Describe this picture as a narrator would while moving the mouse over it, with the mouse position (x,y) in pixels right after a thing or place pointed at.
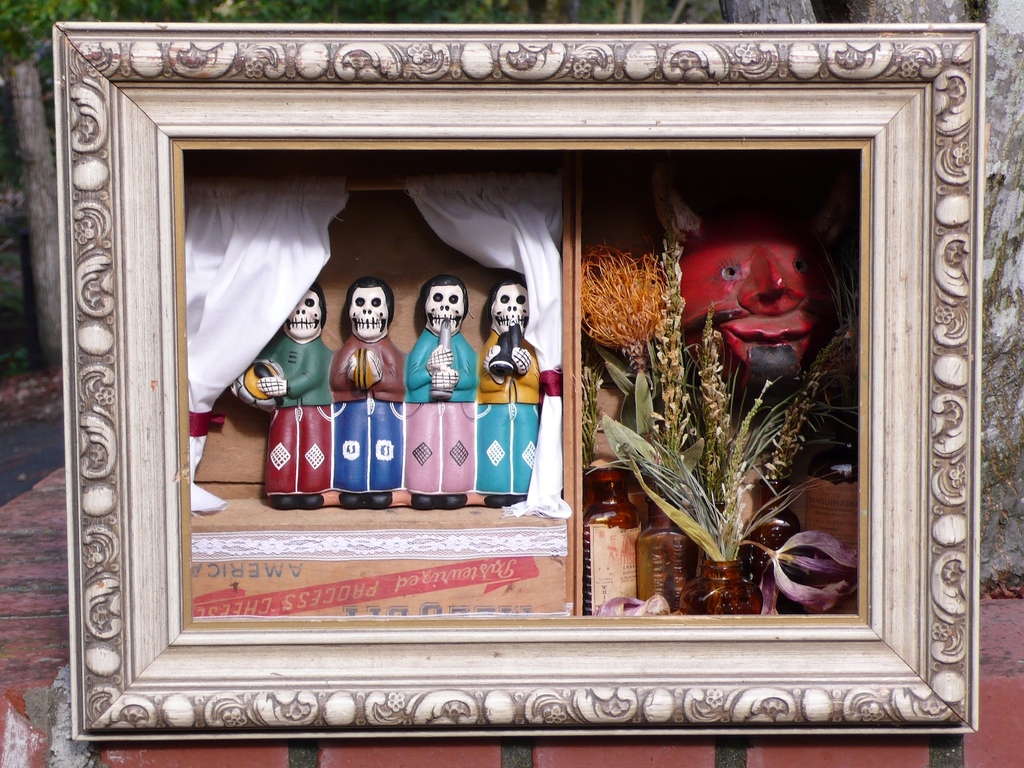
In this picture, we can see a photo frame (270,82) of a few toys (411,429), jars (779,512) and plants (843,560), and the frame (853,639) is on the red color object (1004,677), and in the background (959,8) we can see trees (10,56).
